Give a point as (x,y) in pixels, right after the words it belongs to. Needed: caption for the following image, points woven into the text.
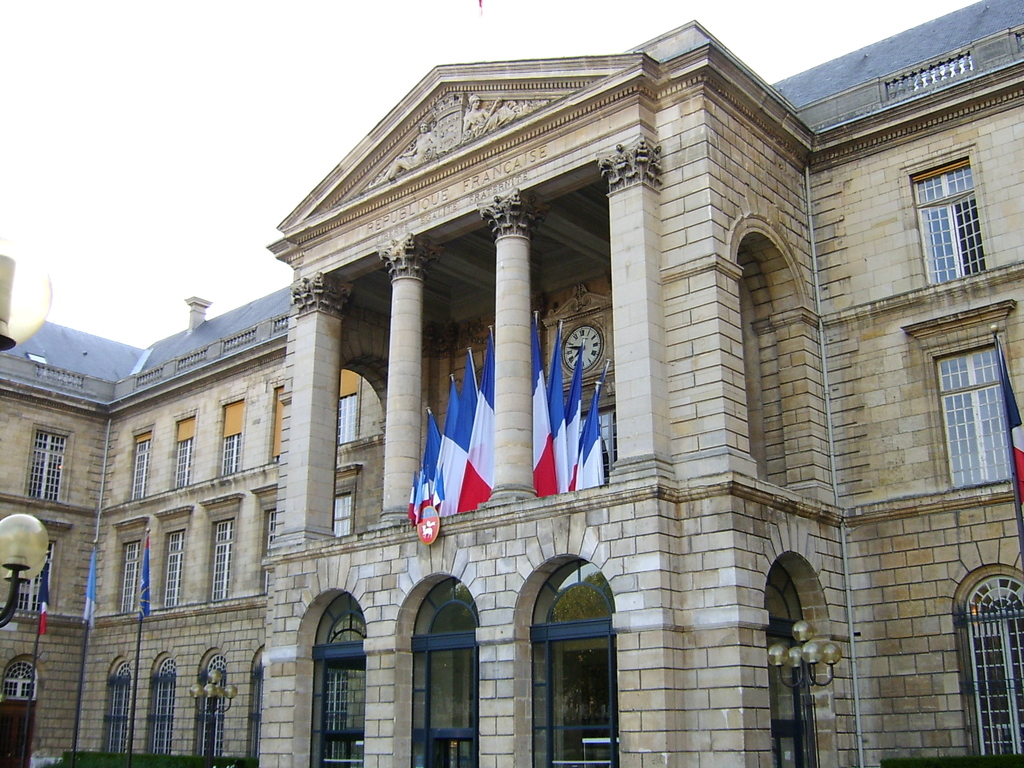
In this image we can see there is a building (517,396) and there are flags (88,597) and light poles (820,655) attached to the building (236,722). And there is a grass (188,760) and the sky (226,96).
